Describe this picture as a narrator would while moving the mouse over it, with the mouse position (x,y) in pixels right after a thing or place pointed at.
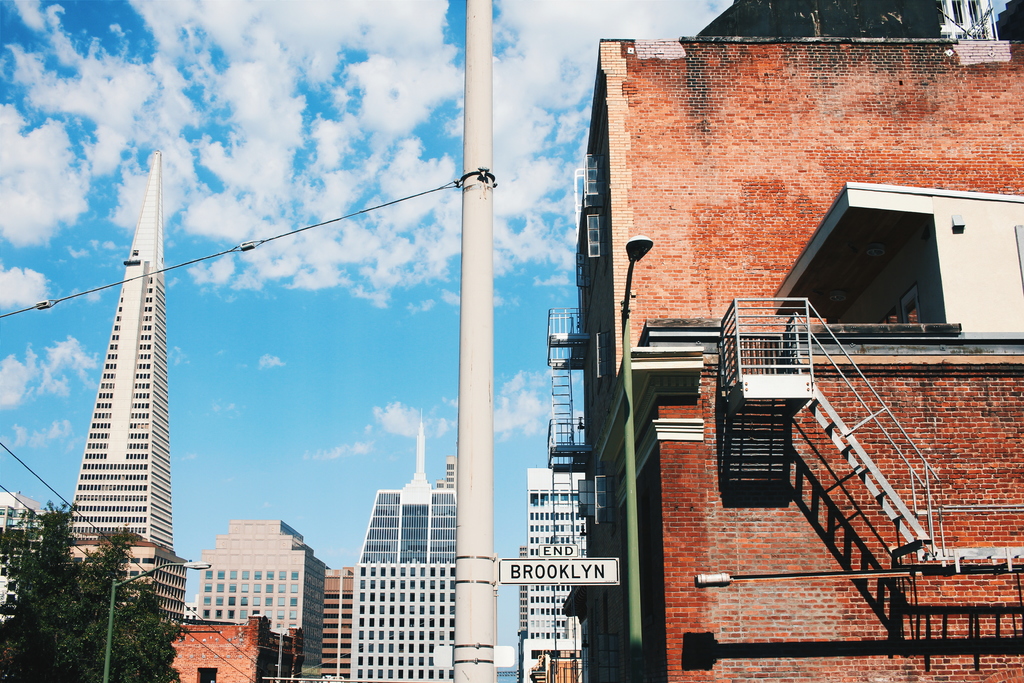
In this image we can see a group of buildings (435,524) with windows (420,518) and stairs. We can also see some street poles (635,608), a name board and some wires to a pole (480,580) and the sky (185,390) which looks cloudy.
